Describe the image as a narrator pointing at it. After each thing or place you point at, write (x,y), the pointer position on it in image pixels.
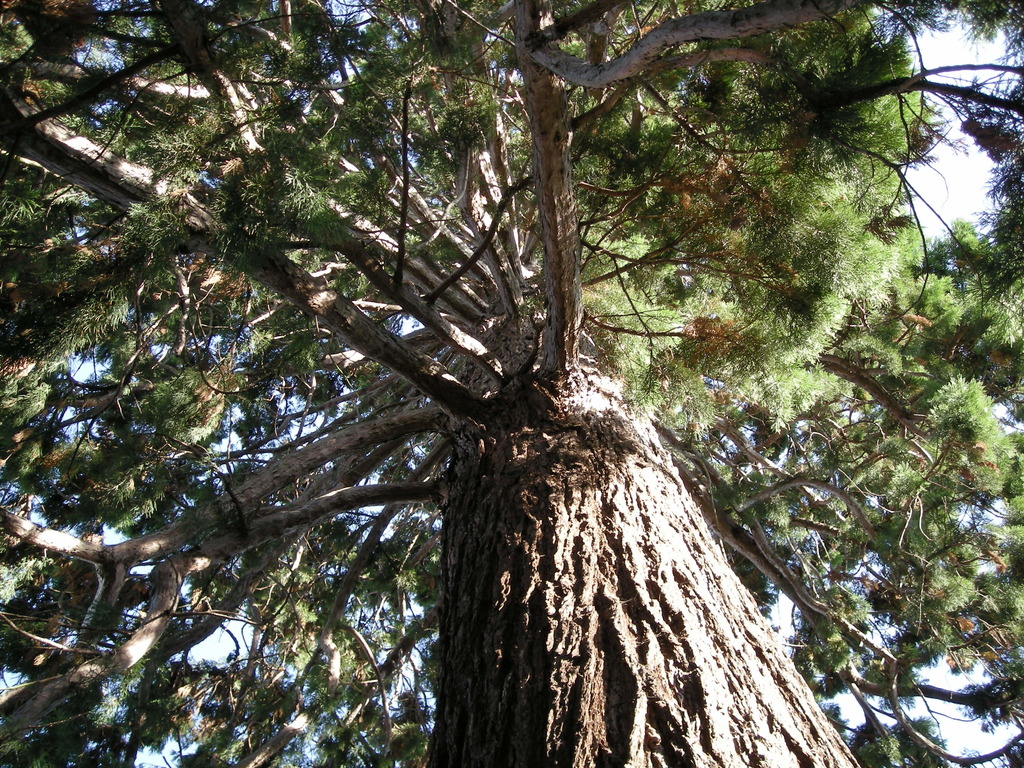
In this image, I can see a tree (496,425) with branches (174,535) and leaves (792,225). This is the tree trunk (605,620).
